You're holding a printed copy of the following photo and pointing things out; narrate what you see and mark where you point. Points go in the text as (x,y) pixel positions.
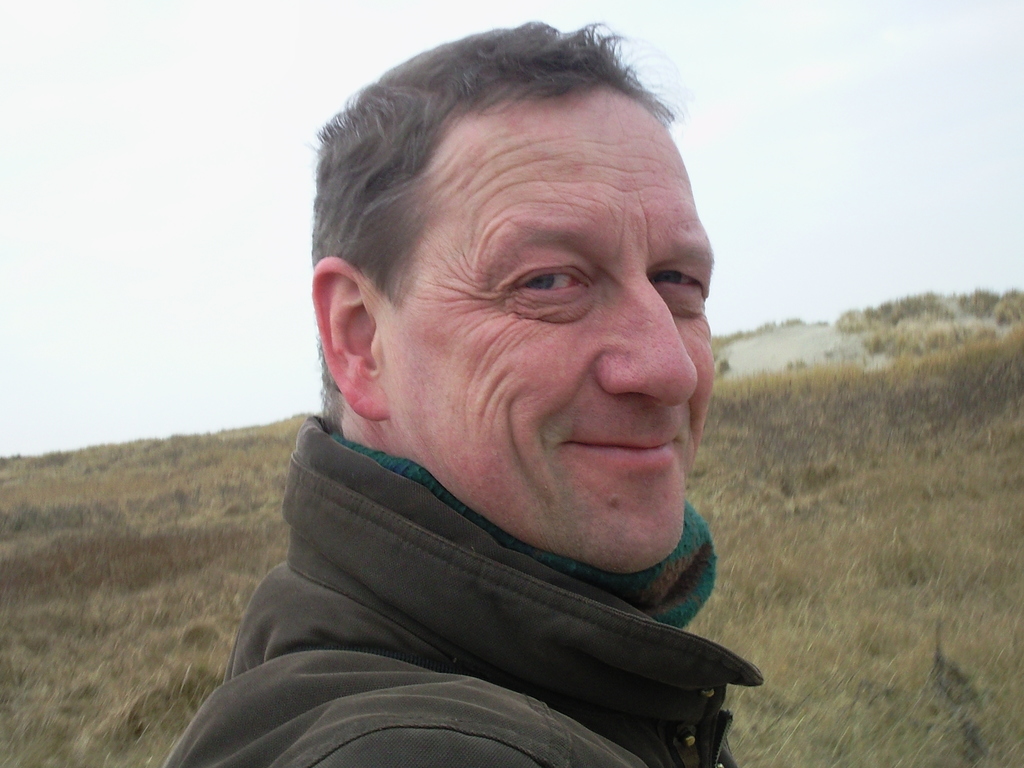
Here we can see a man (575,497) and he is smiling. This is grass (715,482). In the background (89,261) there is sky (929,121).
